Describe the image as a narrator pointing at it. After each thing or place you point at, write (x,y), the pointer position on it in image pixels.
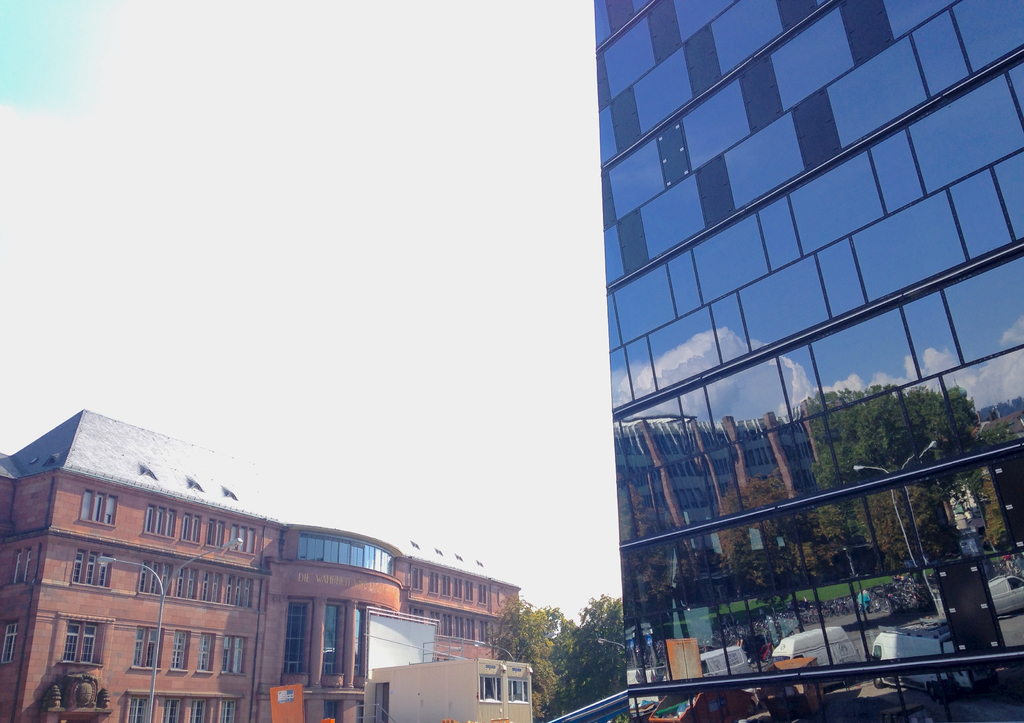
In the foreground of this image (781,581), on the right (781,603), there is a glass building (696,606). In the background (424,715), there it seems like a vehicle (454,684), building (140,606), few poles (230,541), trees (591,622) and the sky (289,201).
